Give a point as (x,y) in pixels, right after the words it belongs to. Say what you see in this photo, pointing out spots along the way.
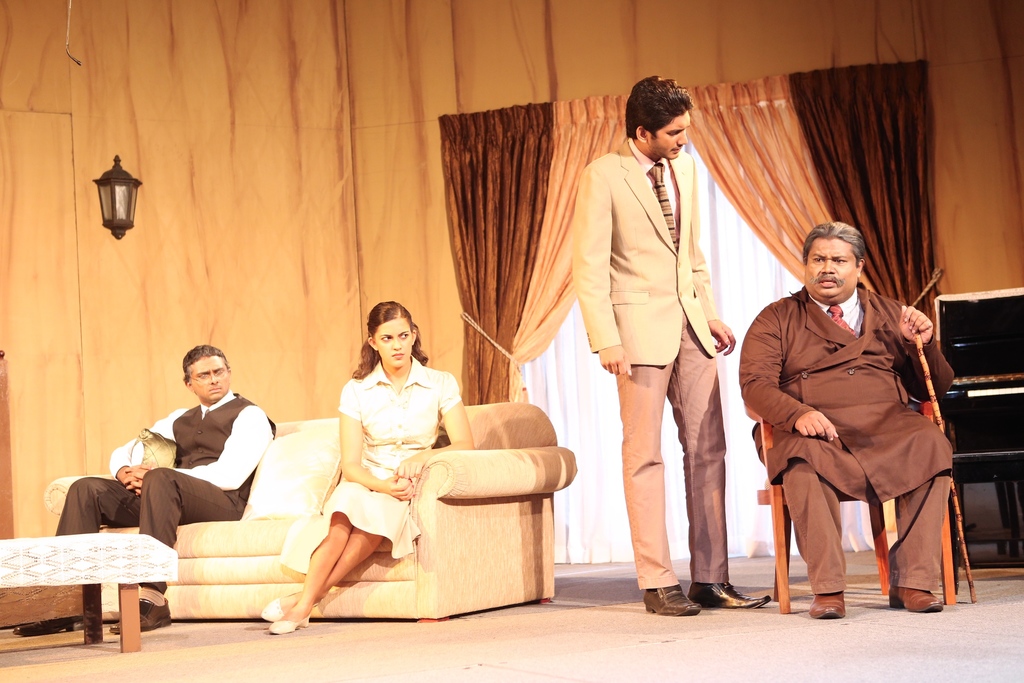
This is a platform (953,627). We can see four persons (843,336) performing a role play here. On the background (774,148) there is a curtain (864,135).
